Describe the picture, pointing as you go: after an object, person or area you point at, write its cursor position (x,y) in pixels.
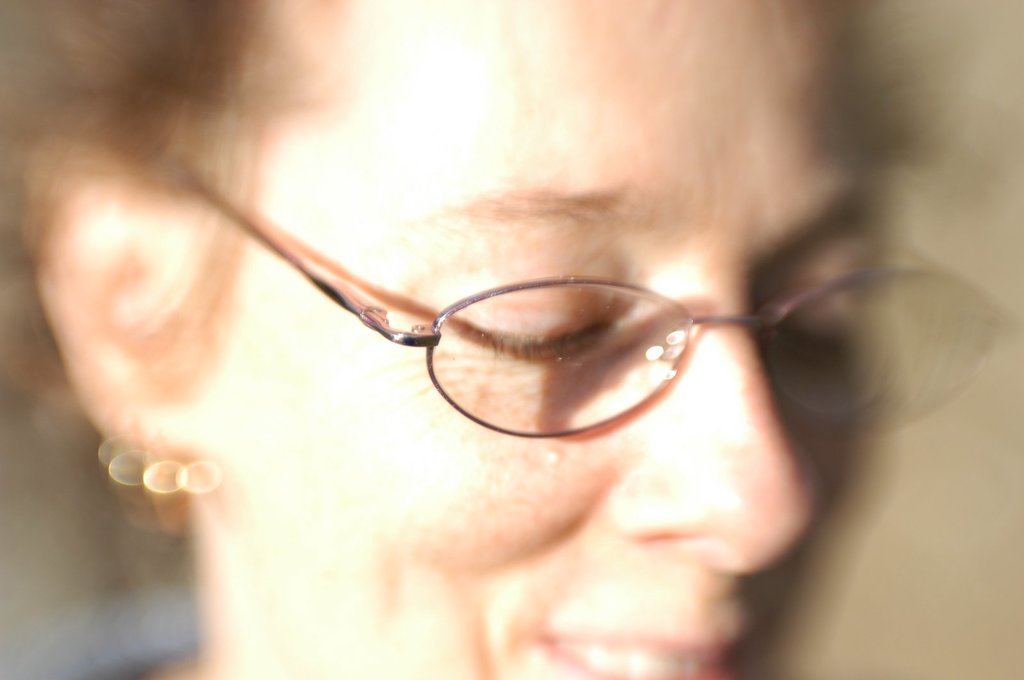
This picture is blur, we can see person face (556,171) wore spectacle (609,344).
